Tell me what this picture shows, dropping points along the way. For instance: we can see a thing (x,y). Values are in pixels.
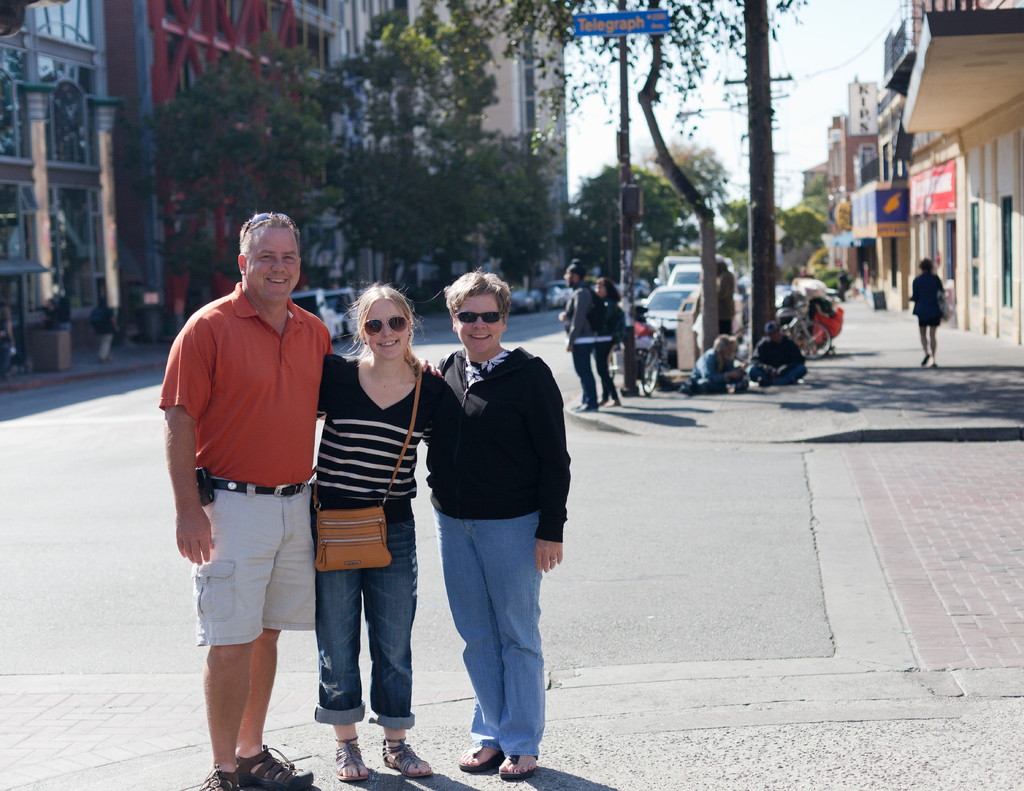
In this image in the foreground (317,409) there are three persons (352,409) who are standing and smiling, and one person (344,487) is wearing a bag (369,563). In the background (715,339) there are some buildings (961,269), trees (708,297), vehicles (657,315) and some persons (596,351) are standing and some of them are sitting. And there are some wires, at the top (847,40) there is sky (696,142) and at the bottom (787,557) there is a footpath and road (42,409).
